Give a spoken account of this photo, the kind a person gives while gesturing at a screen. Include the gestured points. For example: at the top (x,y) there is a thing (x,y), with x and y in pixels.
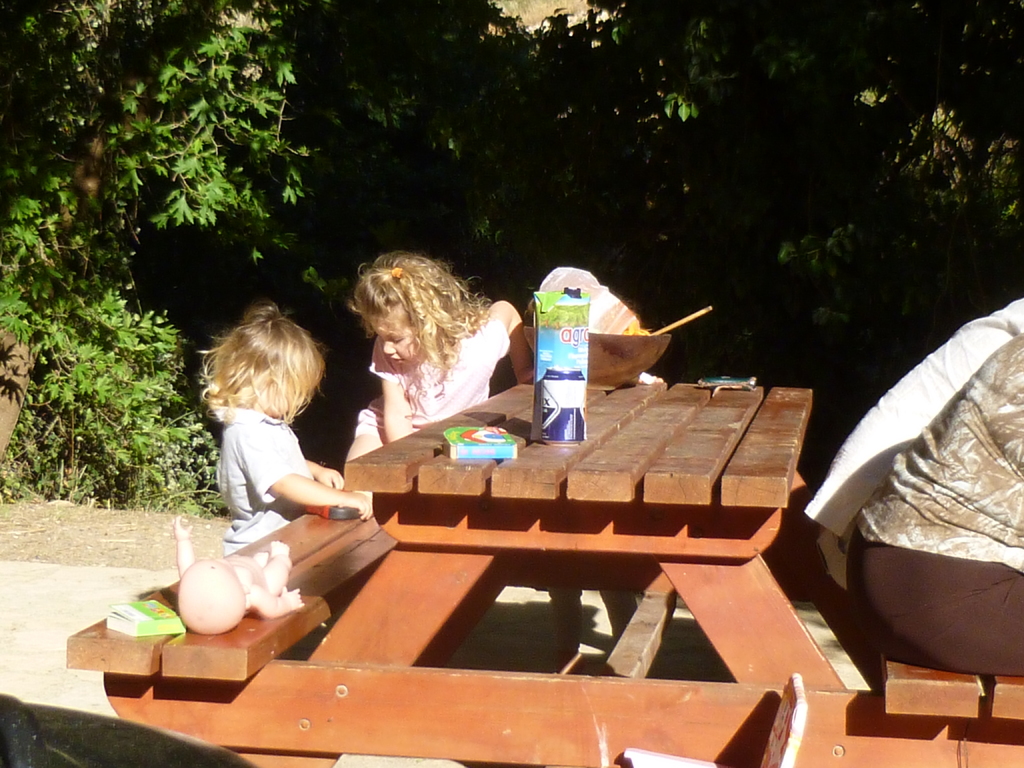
this picture shows a bench (1010,693) where three people (360,422) seated on it and we see a bowl (620,378) on it and few trees (190,74) around.
